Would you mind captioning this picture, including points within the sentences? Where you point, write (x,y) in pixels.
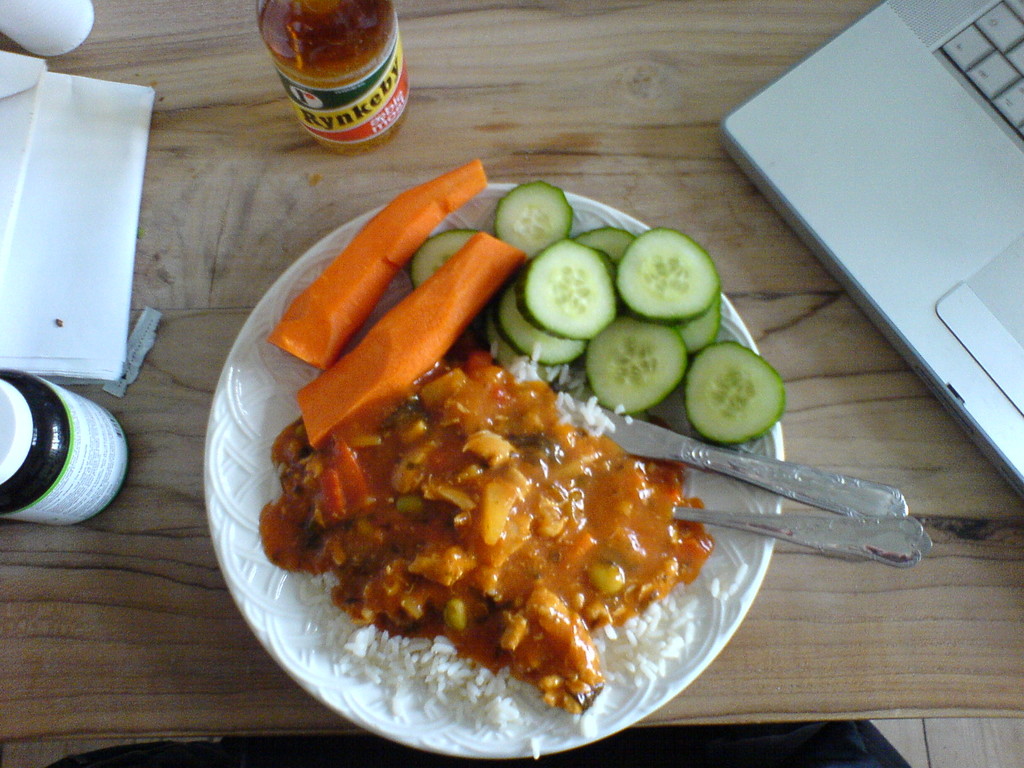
In this image I can see the brown color table (170,667). On the table (132,650) there are bottles (14,465), papers (30,148), laptop (862,17) and the plate (565,733) with food (548,455). The plate (578,733) is in white color and the food (403,609) is in orange, white and green color.
